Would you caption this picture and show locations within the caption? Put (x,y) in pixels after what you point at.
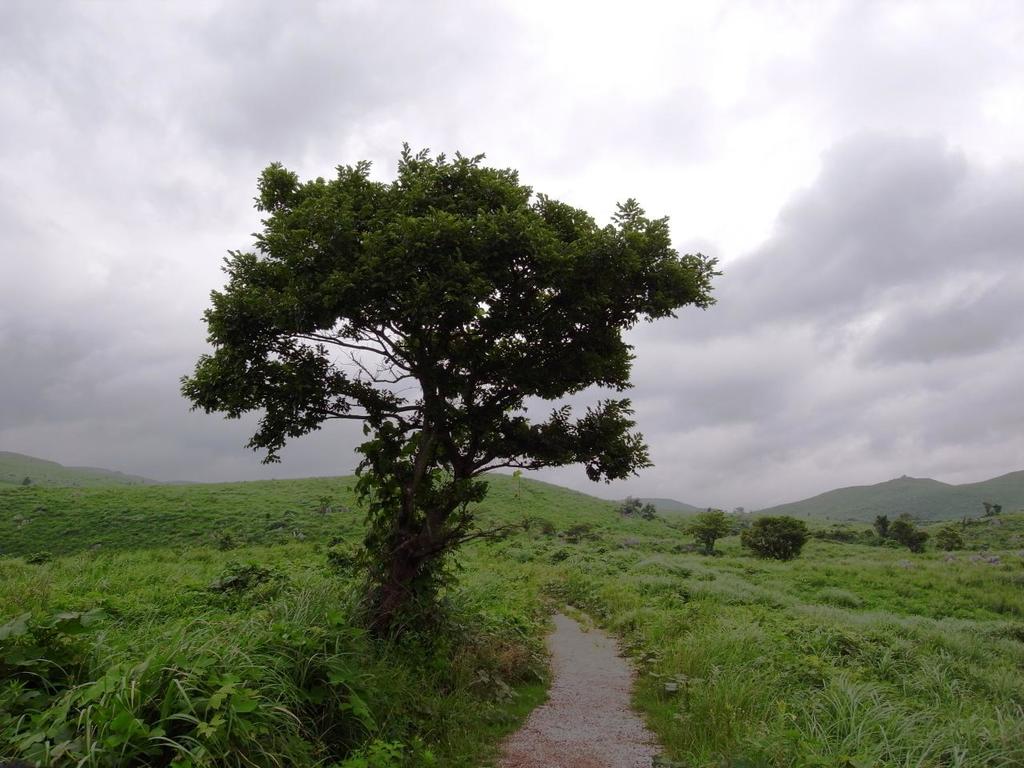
The picture is clicked in the fields (792,579). In the foreground of the picture (364,511) to the center (531,503) there are trees (435,554), plants (413,616), grass (777,635) and path (567,715). Sky (810,350) is cloudy.
